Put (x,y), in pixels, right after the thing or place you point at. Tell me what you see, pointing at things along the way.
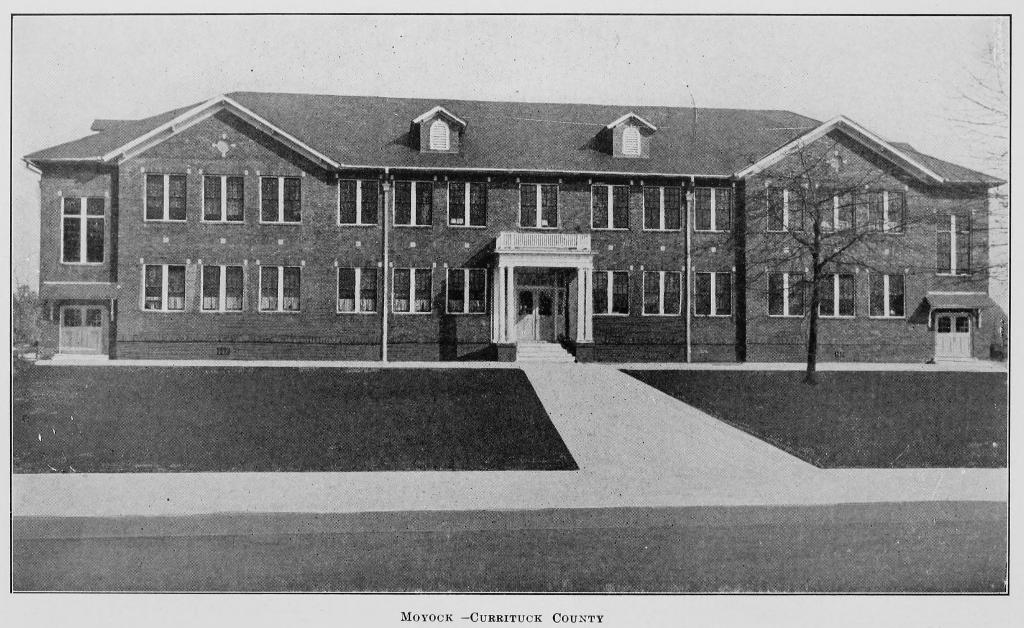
This is the black and white picture. At the bottom of the picture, we see the road (709,517). In the middle of the picture (429,341), we see a building (516,269). It has doors (532,315) and windows (484,280). Here, we see the staircase (537,357). On either side of the picture, we see the trees (22,334). At the top (587,70), we see the sky (597,102). This picture might be a photo frame or it might be taken from the textbook.
